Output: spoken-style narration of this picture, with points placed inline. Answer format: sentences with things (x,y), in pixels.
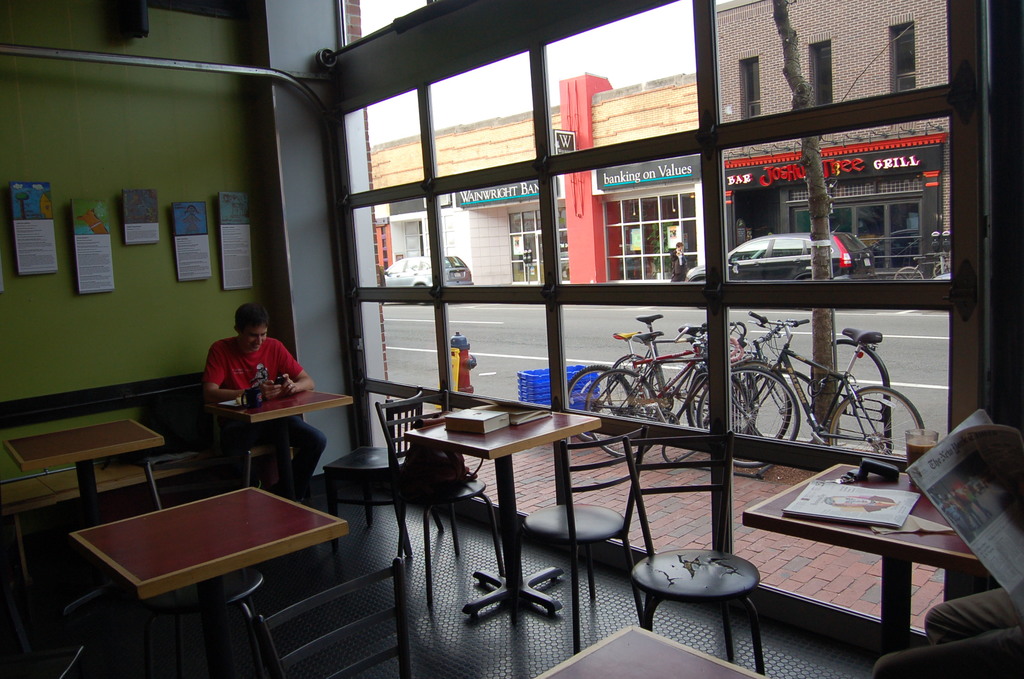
The person (238,356) wearing red shirt (249,364) is sitting in front of a table (274,402) and operating a mobile phone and there are some tables (150,560) and chairs (697,600) in front of him and there is another person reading news paper (968,499) in the right corner (967,486) and there are group of cycles (769,370), stores (591,225), cars (771,261) beside him.
